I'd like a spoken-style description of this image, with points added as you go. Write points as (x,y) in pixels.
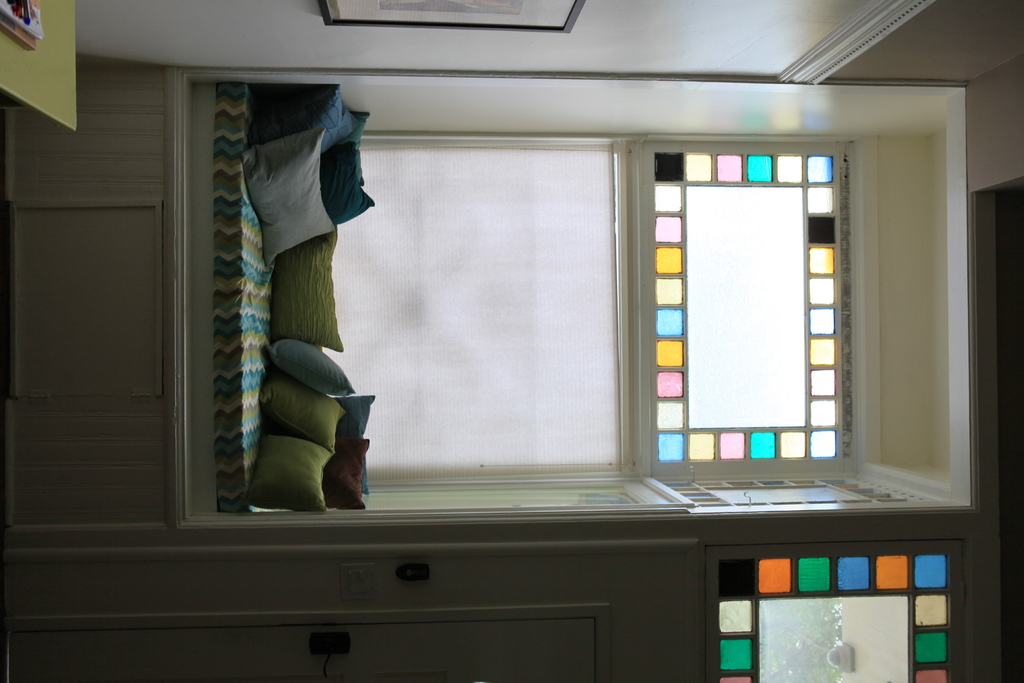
This looks like a divan (236,447) with the cushions (279,121) on it. I think these are the windows (757,368) with the glass doors (719,273). I can see a frame (539,29), which is attached to the wall (631,56). This is a door (344,656) with a door handle (326,658). At the top left corner of the image (54,80), I can see a table (70,42) with the books (34,19) on it.
